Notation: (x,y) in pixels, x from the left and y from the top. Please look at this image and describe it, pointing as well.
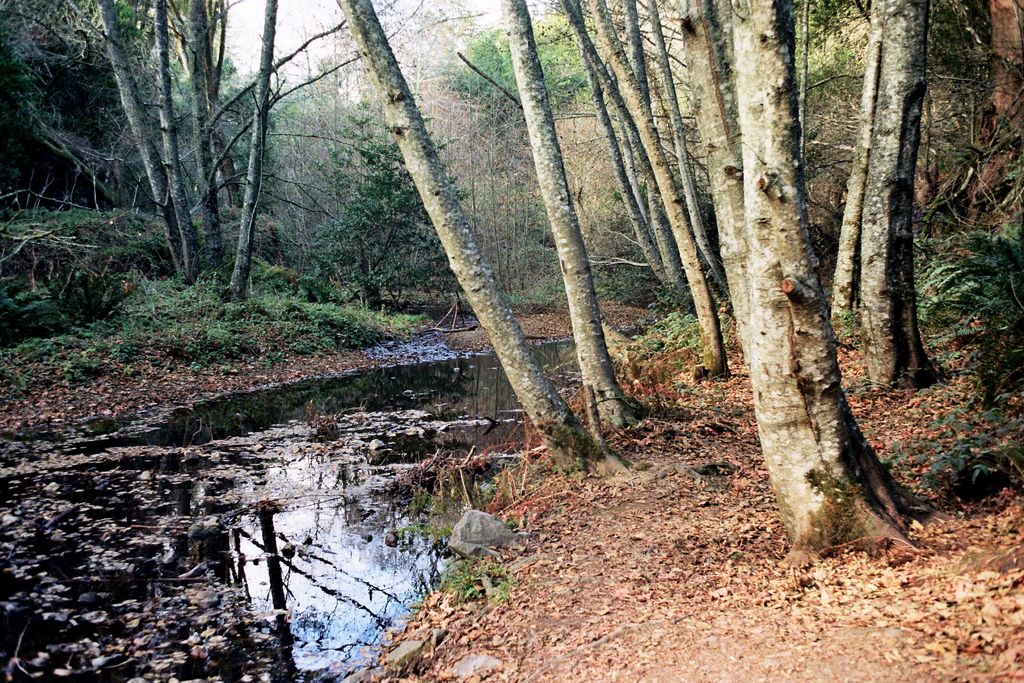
This is water (320,490) and there are plants (199,301). In the background (444,284) we can see trees (645,173) and sky (307,13).
